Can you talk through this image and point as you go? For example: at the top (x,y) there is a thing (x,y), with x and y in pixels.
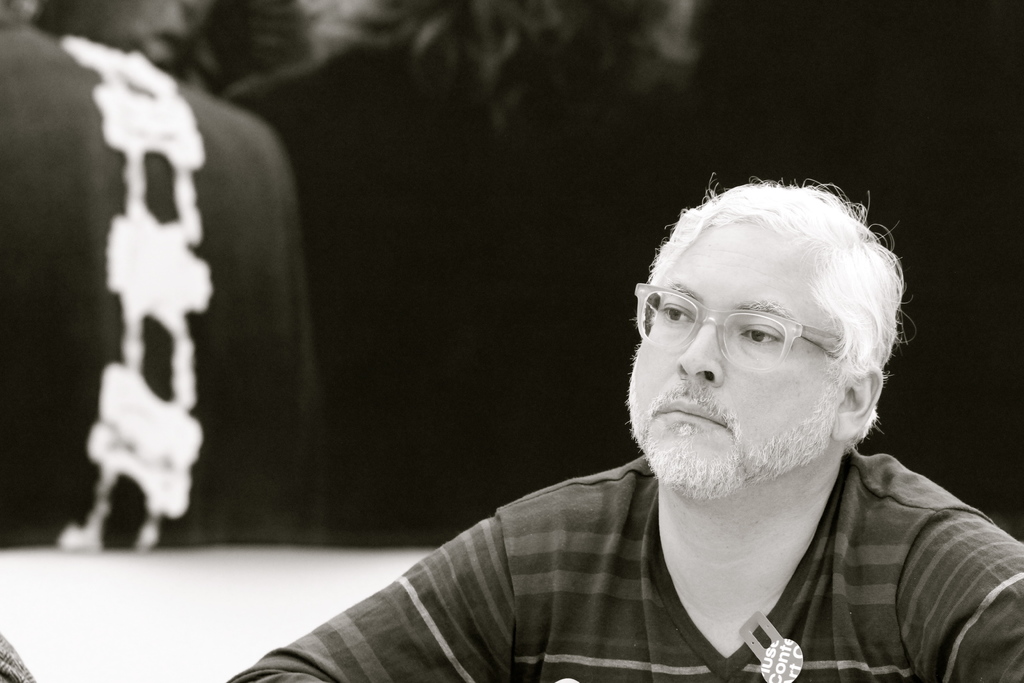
In this picture we can see a man (722,236) wore spectacles (733,342) and in the background (381,562) we can see some objects (83,146) and it is dark.
